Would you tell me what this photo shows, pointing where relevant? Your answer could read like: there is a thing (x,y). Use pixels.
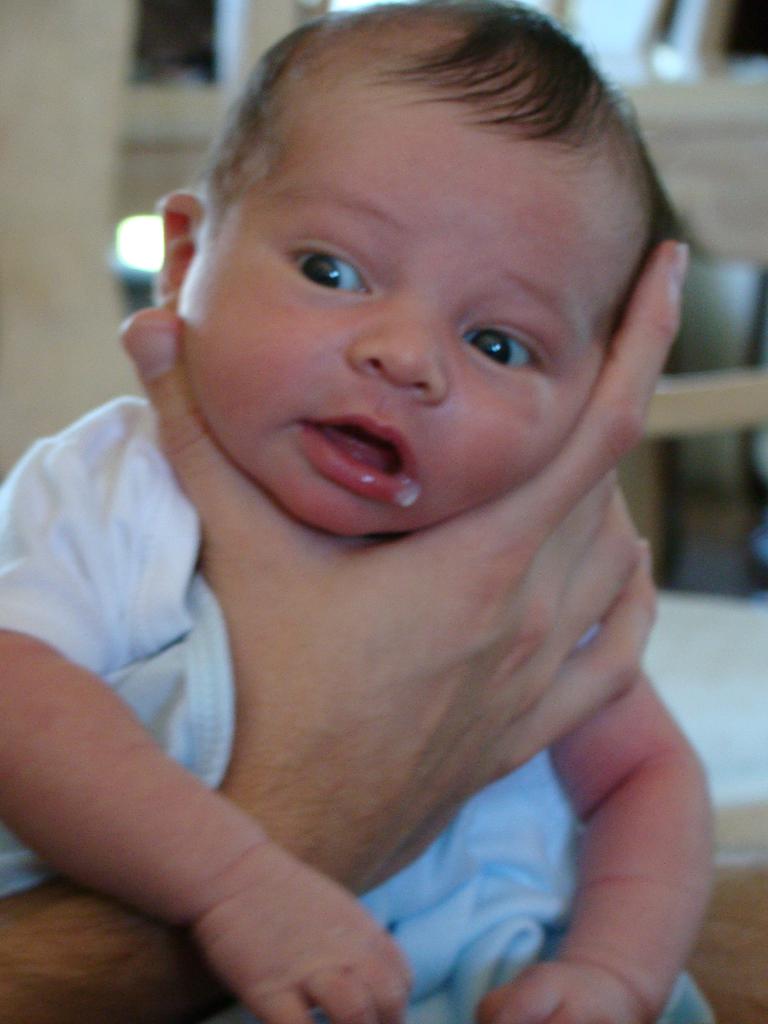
In this image, we can see a baby (321,514) is holded by a human hand (401,744). Background (71,79) we can see a wooden sticks (724,97) and floor (711,614).
